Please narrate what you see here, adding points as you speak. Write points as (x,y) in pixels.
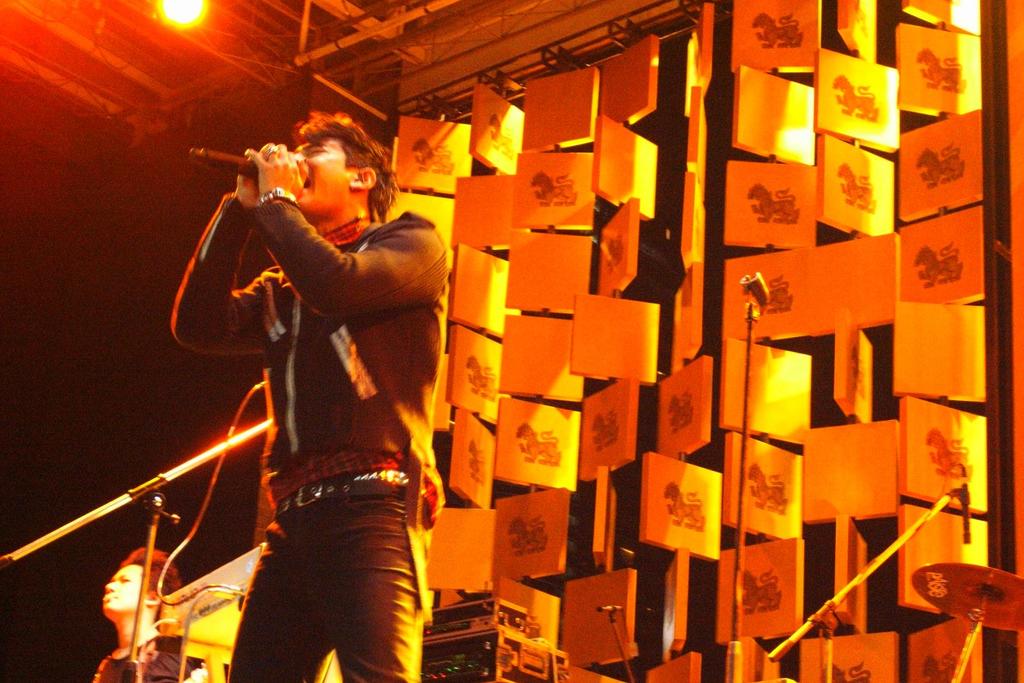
In this picture I can see a person (341,291) holding the microphone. I can see the musical instruments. I can see light arrangements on the roof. I can see a few objects (461,580) in the background (456,577). I can see the face (131,592) of a person (126,578) in the bottom left hand corner (133,596).
